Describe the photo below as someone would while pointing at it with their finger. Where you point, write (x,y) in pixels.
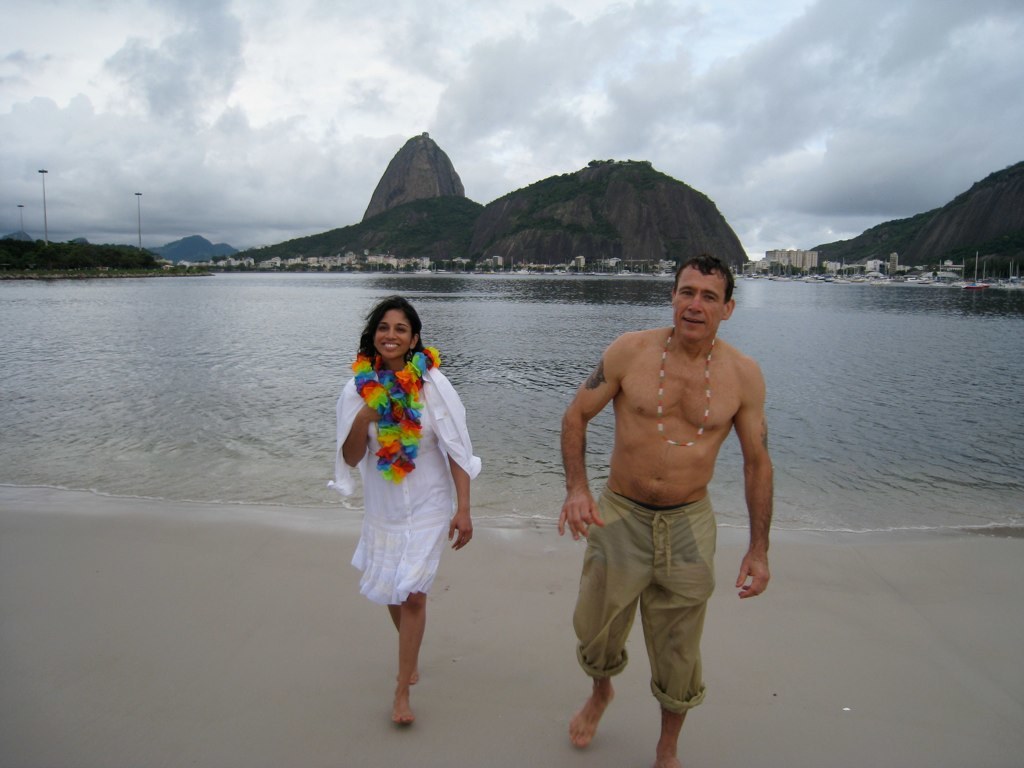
This image is taken outdoors. At the top of the image (159,108) there is a sky (304,114) with clouds (496,98). At the bottom of the image (191,667) there is a ground (387,664). In the middle of the image (417,457) a man (708,447) and a woman (396,531) are walking on the ground (544,655). In the background (552,214) there are a few hills (497,226), buildings (782,259) and houses (255,267). There are a few trees (148,251), plants (440,215) and poles (21,212).
